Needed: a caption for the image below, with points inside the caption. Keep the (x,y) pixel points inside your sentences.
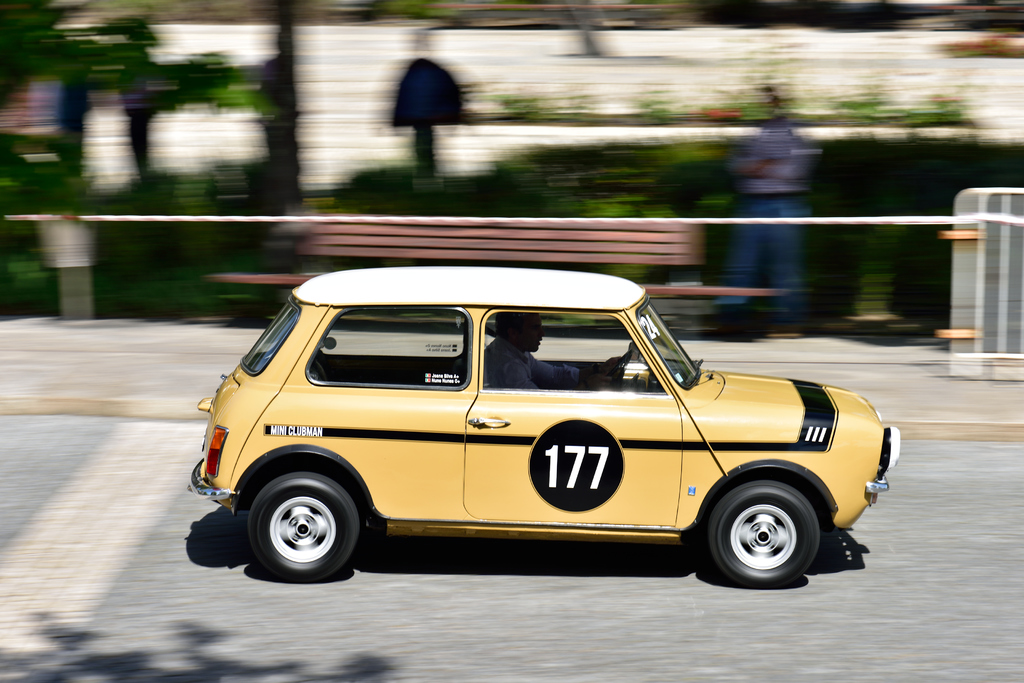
In this image a road (107,541) in the front (997,518) and on it I can see a yellow colour car (312,528). I can also see something is written on the car (448,396) and I can see a man (529,318) is sitting in the car (507,304). In the background (650,258) I can see a bench (308,258), few poles (958,285), few people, plants (23,27) and I can see this image is blurry in the background (543,80).
